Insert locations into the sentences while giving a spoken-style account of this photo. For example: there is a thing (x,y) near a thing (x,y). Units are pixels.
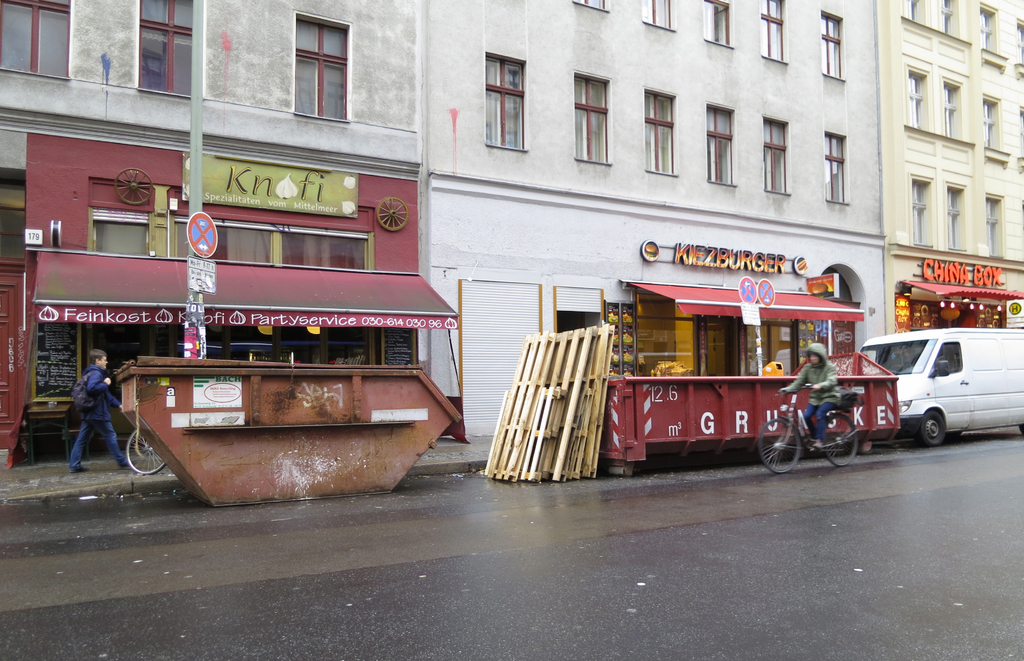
In this image we can see there are buildings (595,138) and there are boards (292,176) and text (732,258) attached to the building (762,249) and we can see the object (339,434) on the road (550,485). And there is the person (90,413) walking on the ground (94,475) and the other person (810,435) riding a bicycle (797,430). And there is the vehicle (959,401) on the road (941,460). We can see the wooden sticks (518,446) and a few objects (711,382).
